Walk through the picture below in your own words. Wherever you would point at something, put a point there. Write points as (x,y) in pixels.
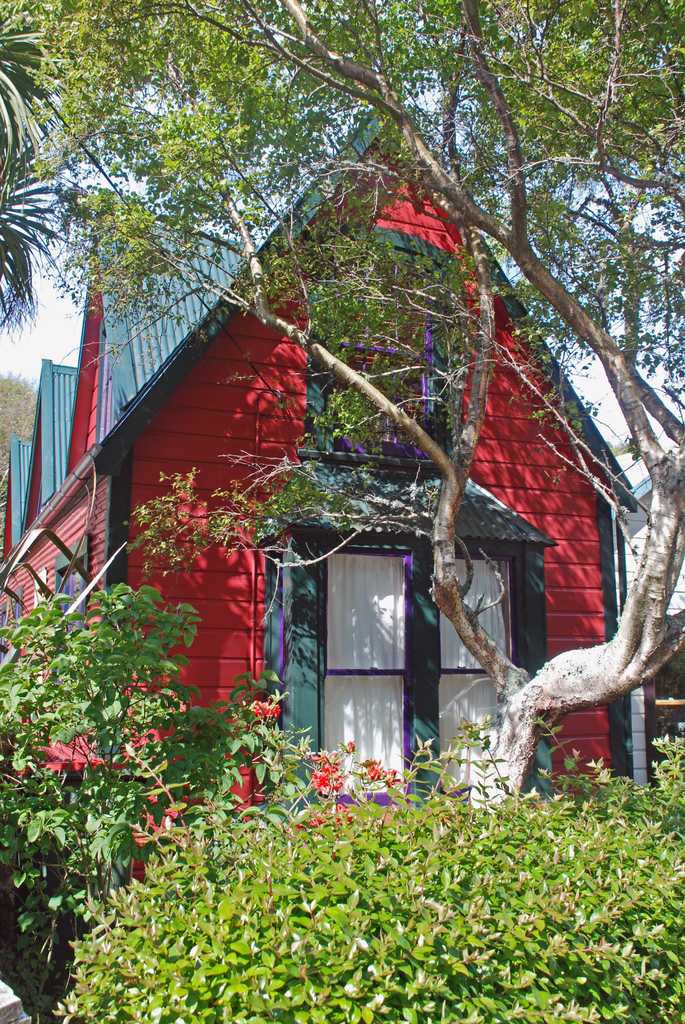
At the bottom of the picture (340,877), we see plants (459,855). Behind that, there is a tree (372,410) and behind that, there are red color buildings (213,472) with blue color roof (118,368).
